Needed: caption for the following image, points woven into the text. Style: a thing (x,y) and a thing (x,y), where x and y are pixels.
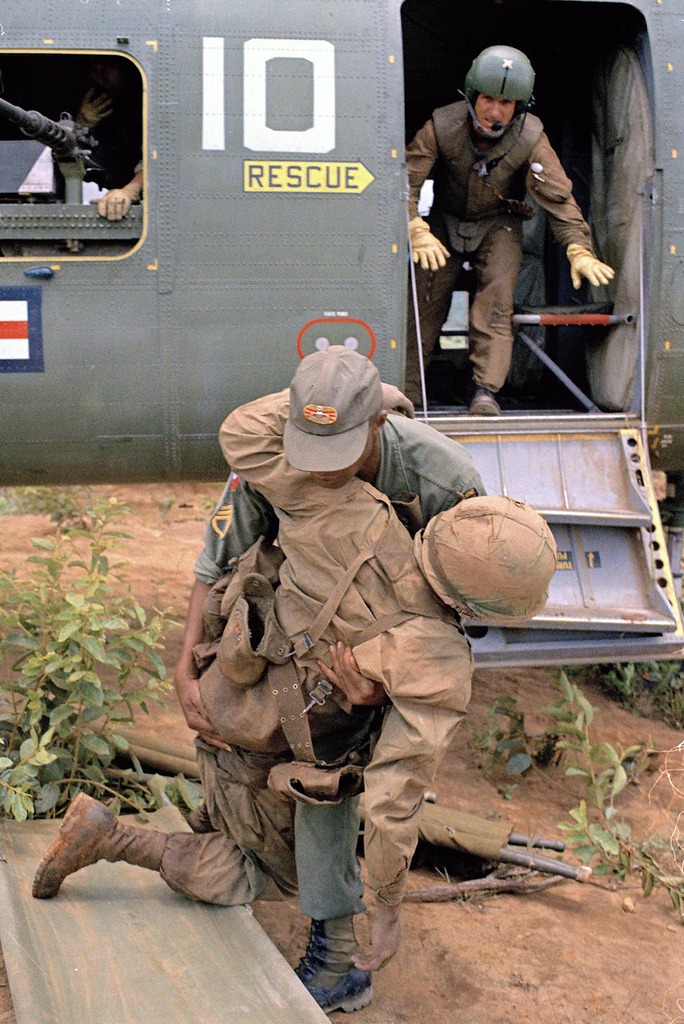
In the picture we can see an army plane (155,431) and the door (505,423) is opened and from it we can see a man (482,156) standing, he is in a uniform (416,369) and near the door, we can see a man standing on the path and holding a person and besides them we can see some plant (40,778).
